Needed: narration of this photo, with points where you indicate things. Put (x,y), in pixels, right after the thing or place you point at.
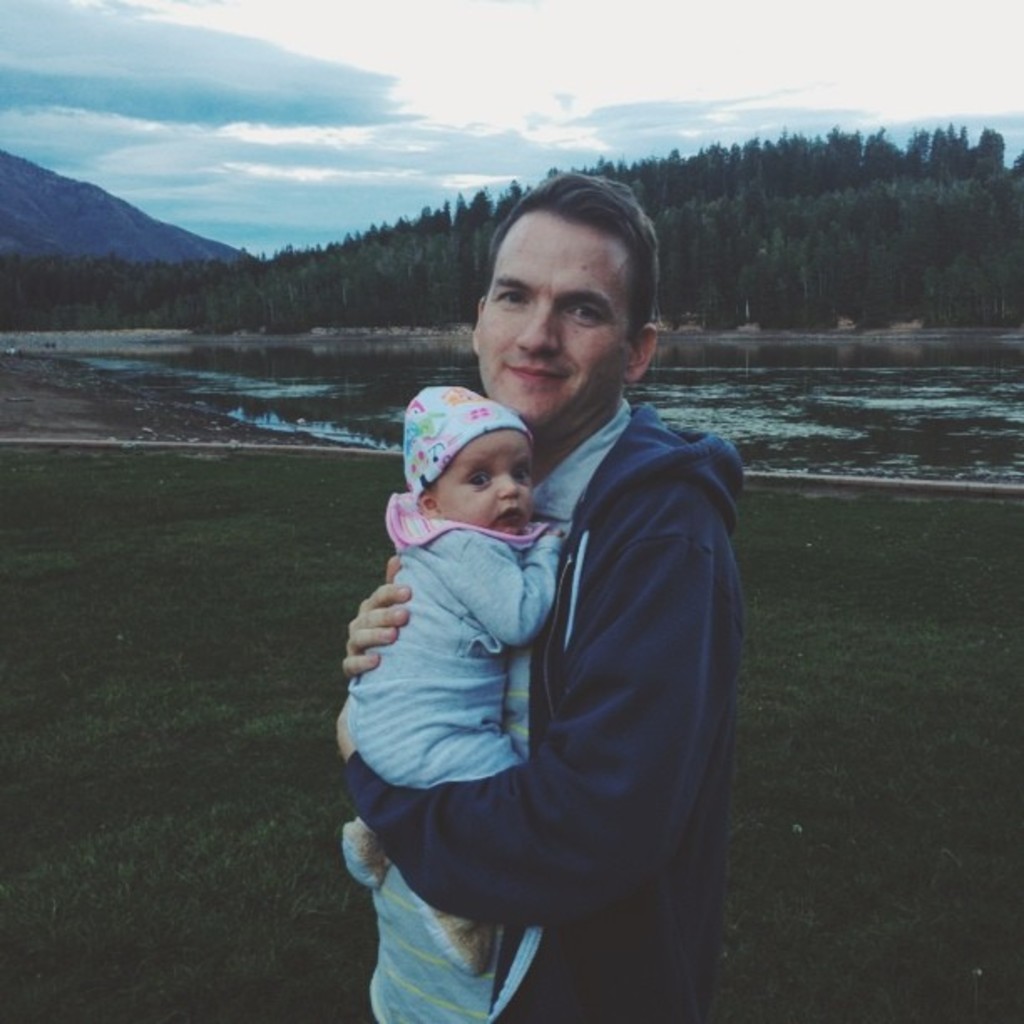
In the image there is a man (640,545) in navy blue hoodie (685,667) holding a baby (445,573) and behind him there is a lake (810,353) followed by hills (268,288) with trees (822,181) all over it and above its sky (381,88) with clouds (342,98).
